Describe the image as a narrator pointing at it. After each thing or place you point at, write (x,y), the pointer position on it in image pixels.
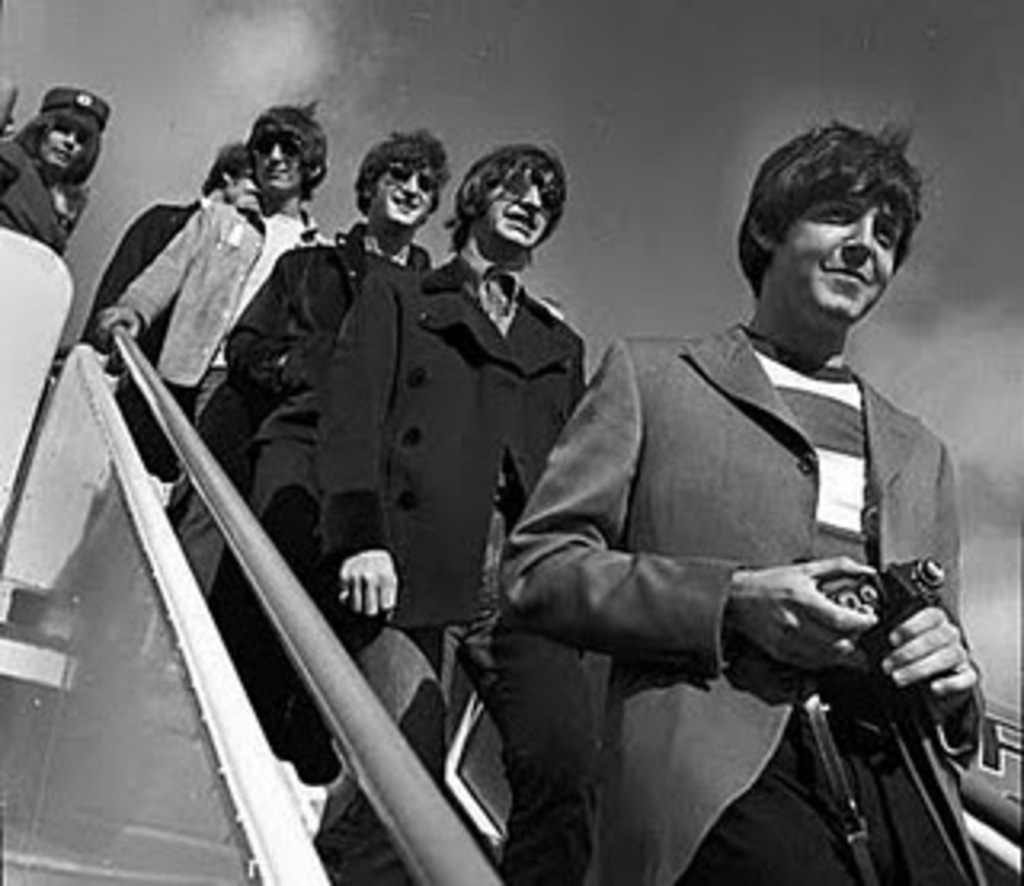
In this picture we can see a group of people (237,438) walking on steps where a man (952,600) is holding a camera (867,724) with his hands (812,562) and in the background (496,140) we can see sky (433,60).
